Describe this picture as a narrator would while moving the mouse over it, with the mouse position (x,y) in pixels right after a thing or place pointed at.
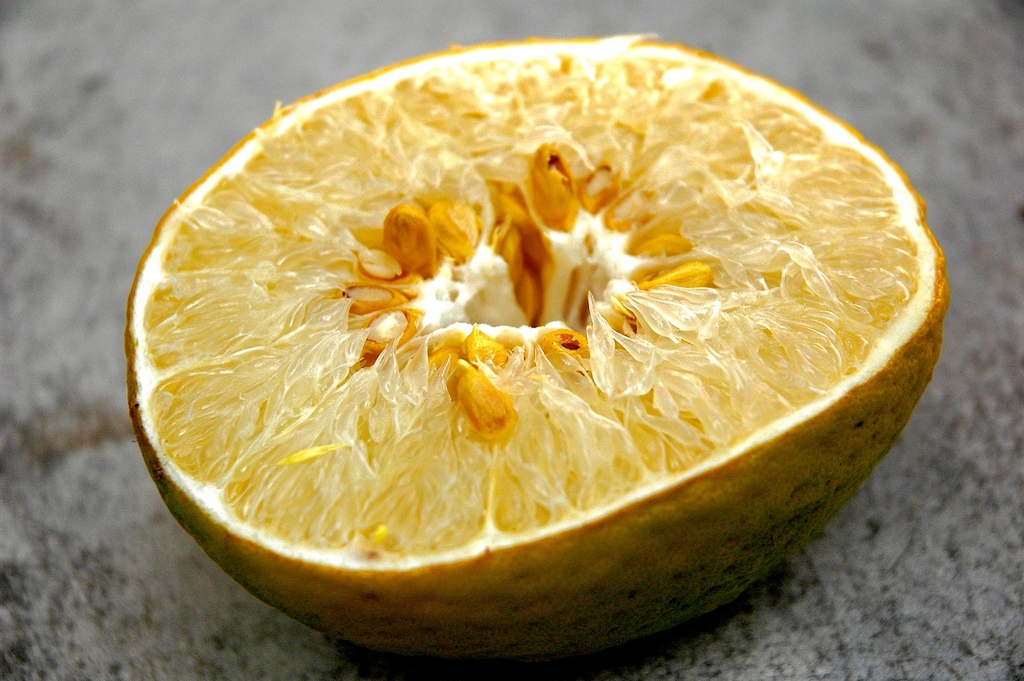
Here in this picture we can see a piece of lemon (335,282) present over a place (66,626).
